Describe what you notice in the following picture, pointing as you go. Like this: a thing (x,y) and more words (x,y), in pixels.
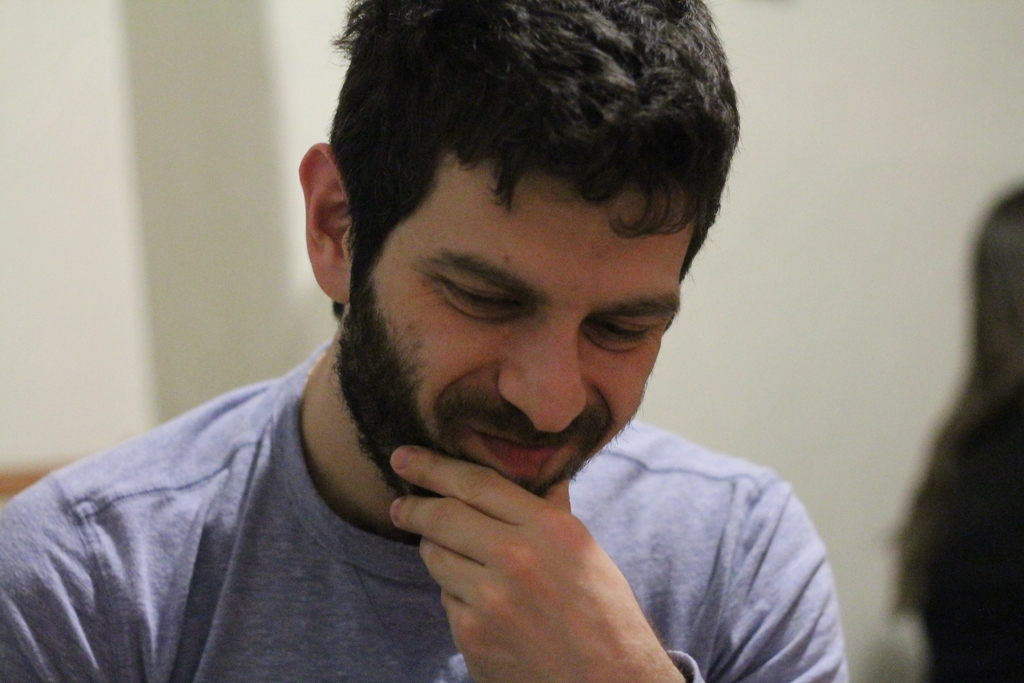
In this picture, we see a man (332,565) in the grey T-shirt (165,603) is smiling. He might be sitting on the chair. On the right side (981,614), it is black in color. In the background (880,327), we see a white wall (240,285). This picture is blurred in the background (780,345).
